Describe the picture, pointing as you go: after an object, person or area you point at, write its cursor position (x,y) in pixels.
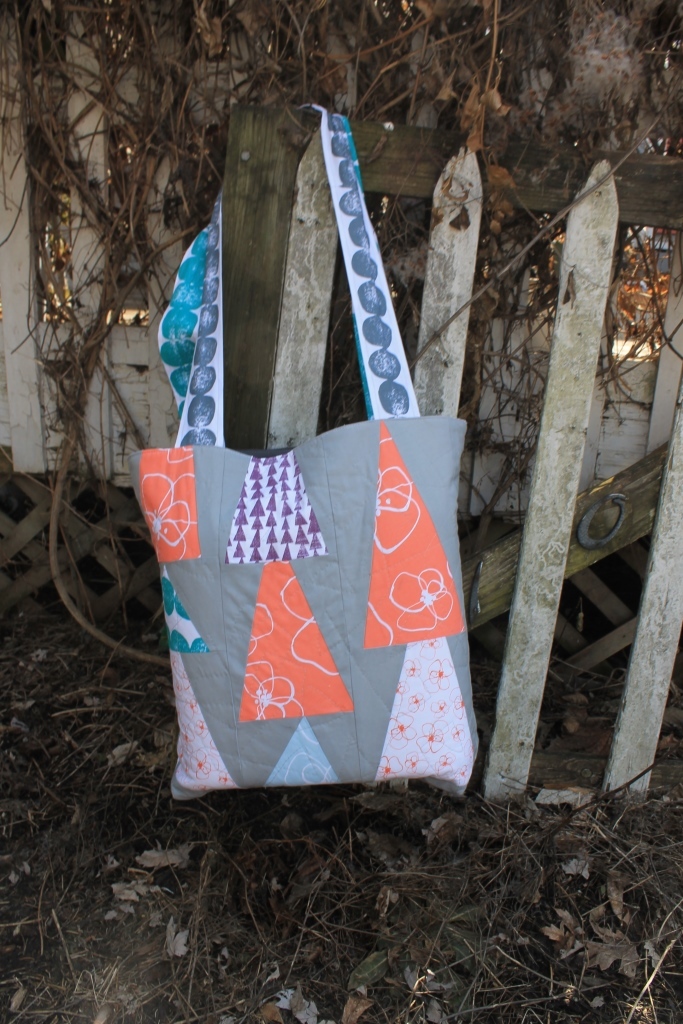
This bag (304,626) is hanging on this fence (448,243).
